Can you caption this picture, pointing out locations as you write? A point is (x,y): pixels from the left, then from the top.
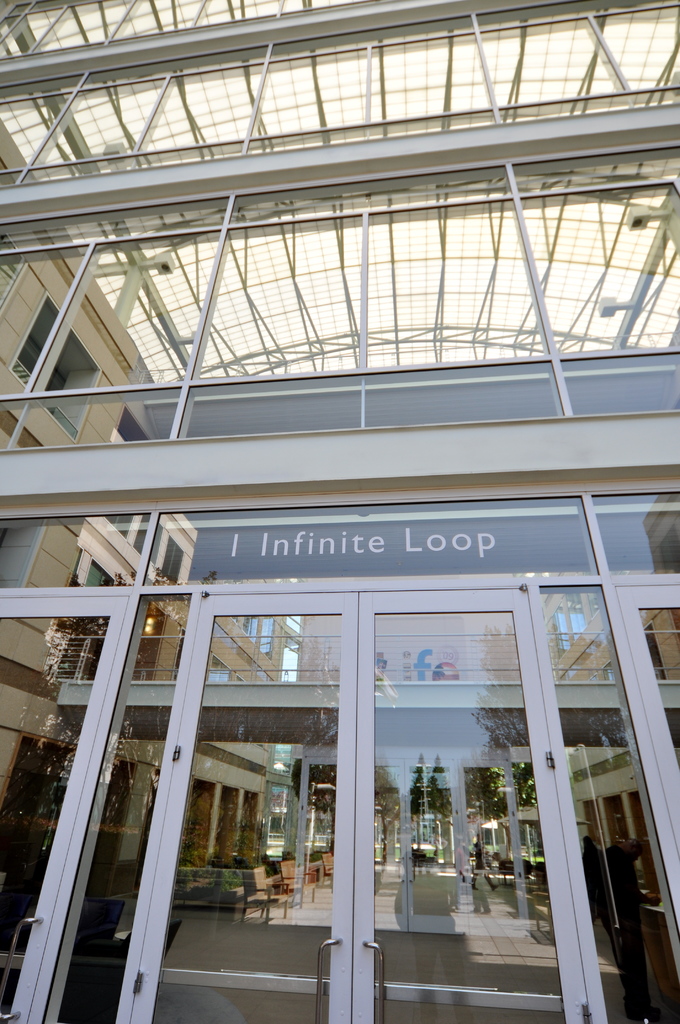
In this picture we can see the building (222,806). At the bottom (382,732) we can see the doors (346,938). Through the glass (1,823) we can see the table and chairs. In the reflection (524,912) we can see sky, trees (382,822) and the person (593,884).
